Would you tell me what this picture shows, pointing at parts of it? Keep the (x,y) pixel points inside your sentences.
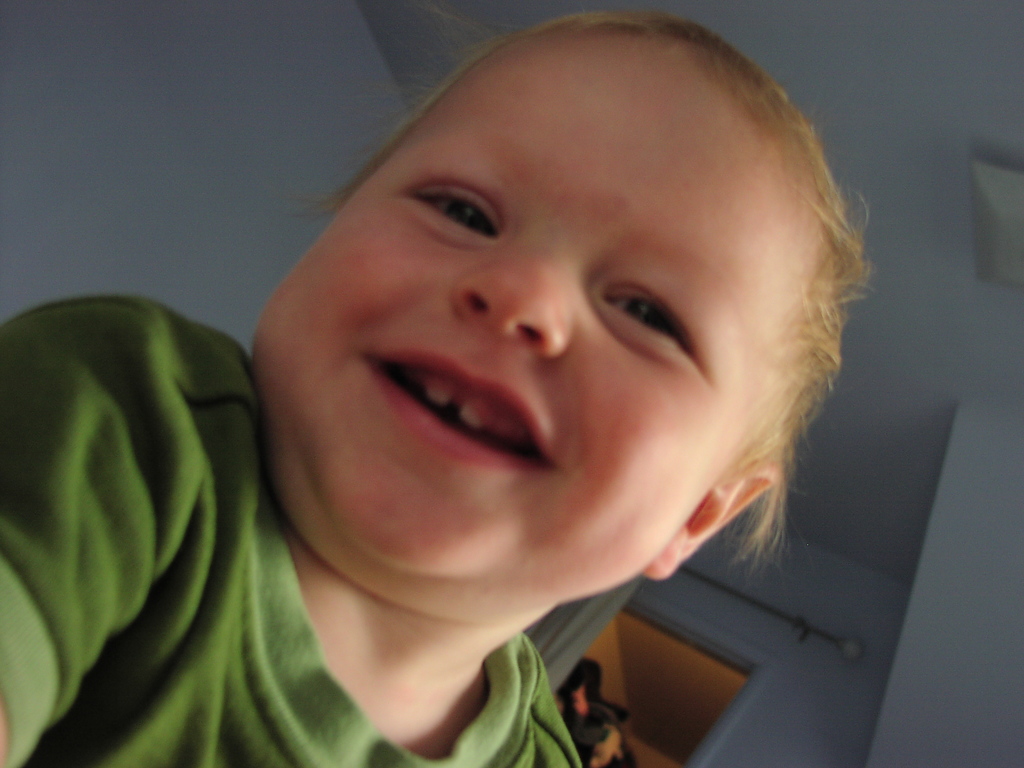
In this image I can see a child (460,435) wearing green colored dress (165,579) is smiling. In the background (635,611) I can see the door (655,637), the blue colored ceiling (900,17) and the blue colored walls (118,152).
